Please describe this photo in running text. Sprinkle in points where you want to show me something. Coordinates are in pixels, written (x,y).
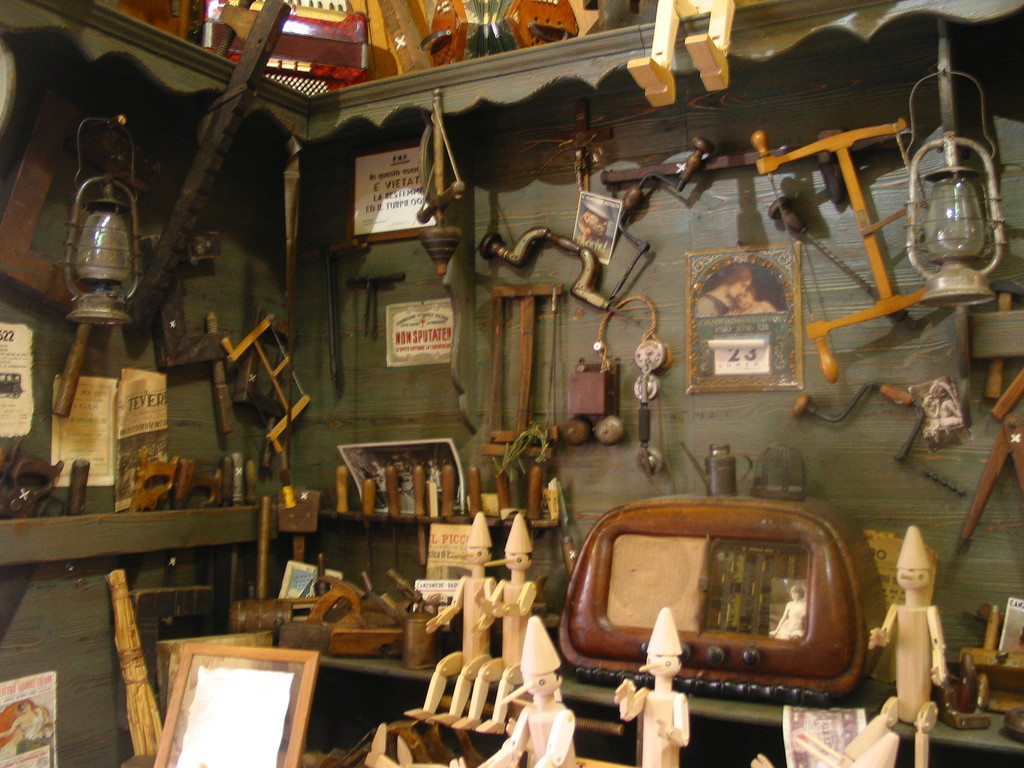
In this image we can see wooden toys (436,617), radio (705,631), photo frame (298,689), tools (585,299), lanterns (975,203), name board (416,171), posters (109,448) and a few more things (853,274). Here we can see the wooden wall (419,391) and some things (326,5) kept on the top (365,43).
